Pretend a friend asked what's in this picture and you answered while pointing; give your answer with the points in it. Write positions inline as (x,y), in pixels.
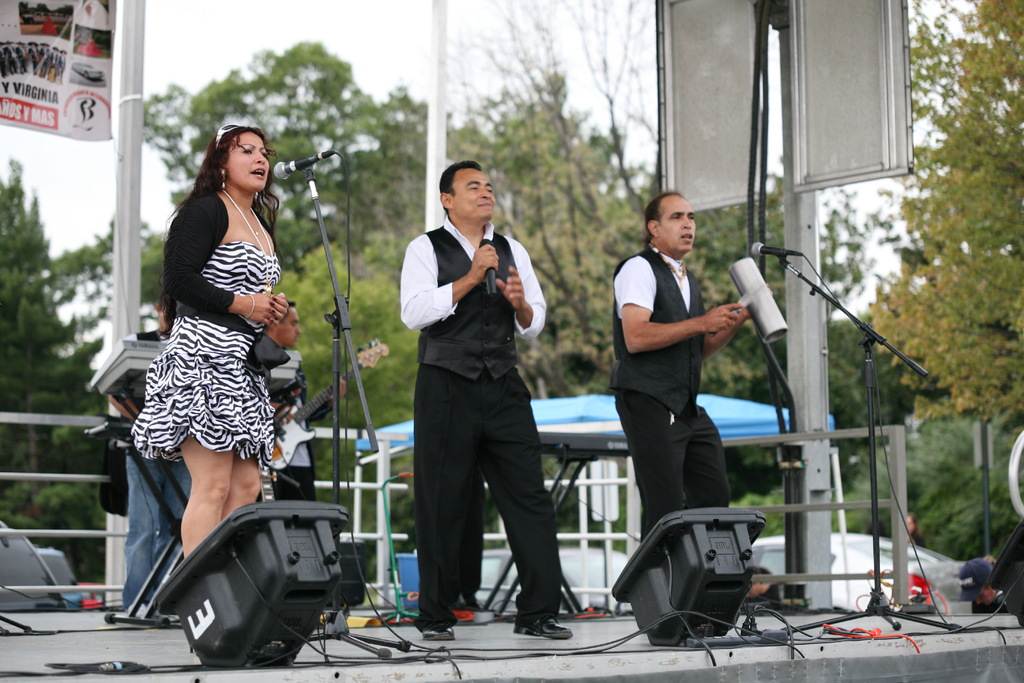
In this picture we can see some people (191,326) standing on stage (599,621), wires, guitar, banner (54,64), trees (343,366), poles (130,14), tent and in the background (158,49) we can see the sky (425,53).
